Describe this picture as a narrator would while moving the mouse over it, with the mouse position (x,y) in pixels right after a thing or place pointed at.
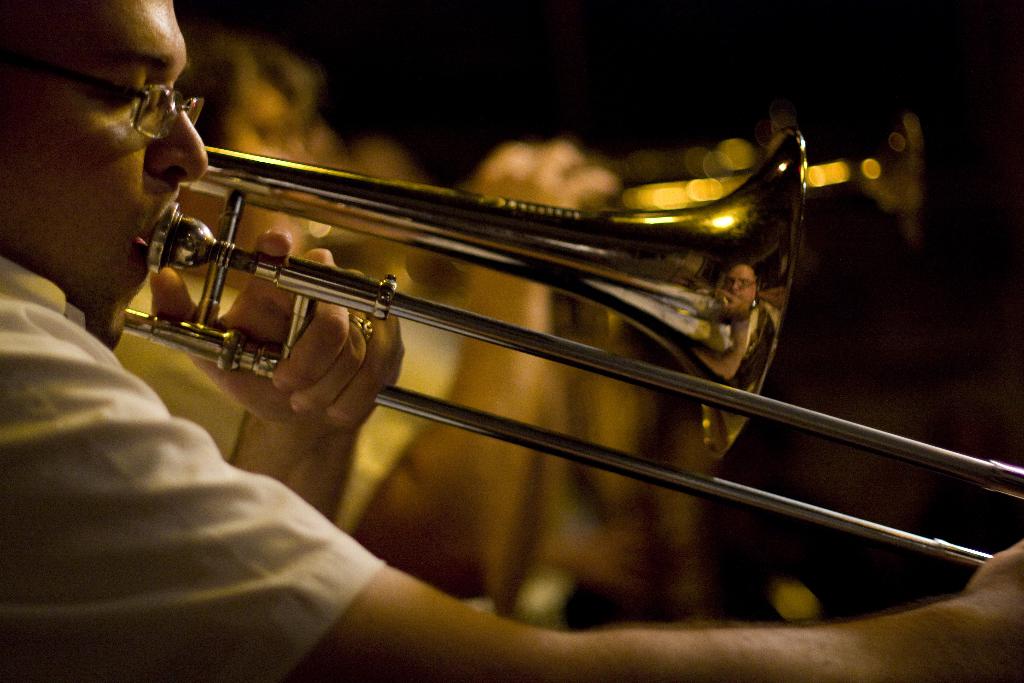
In this image there are people (459,484) playing musical instruments (205,350).
